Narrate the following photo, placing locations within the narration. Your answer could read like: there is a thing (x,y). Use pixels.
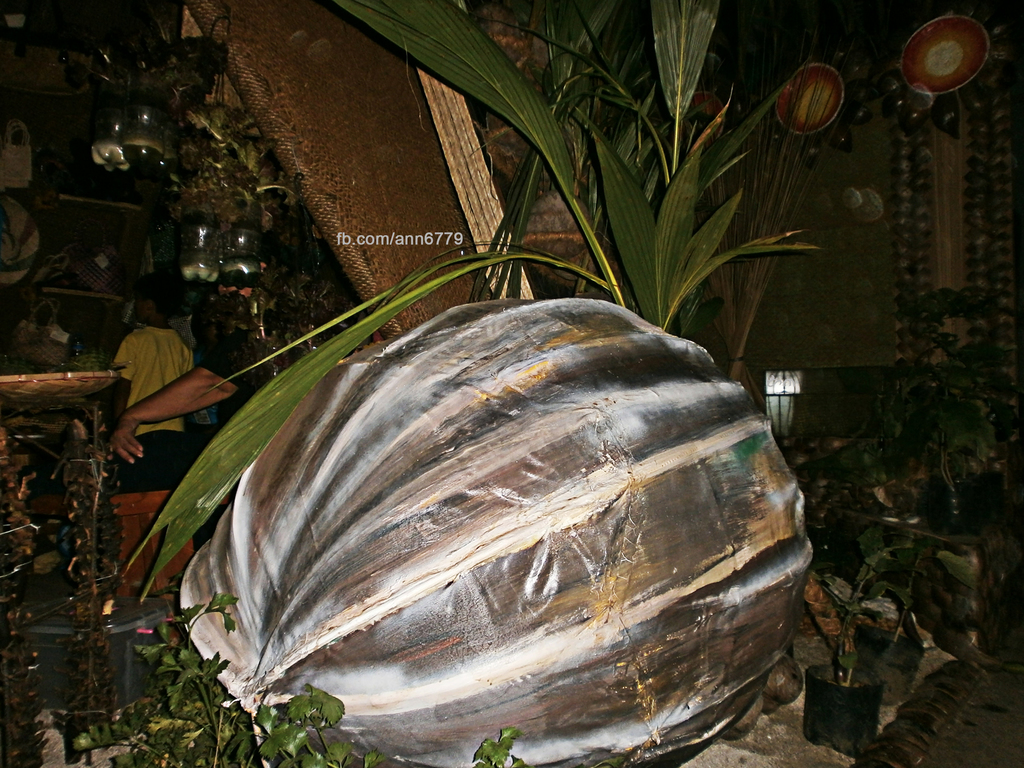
In the foreground of this image (549,540), there is an object (489,578) and few plants (277,744). We can also see few bottles (138,155) with plants (231,187) are hanging and people (196,363) in the background (177,373).
